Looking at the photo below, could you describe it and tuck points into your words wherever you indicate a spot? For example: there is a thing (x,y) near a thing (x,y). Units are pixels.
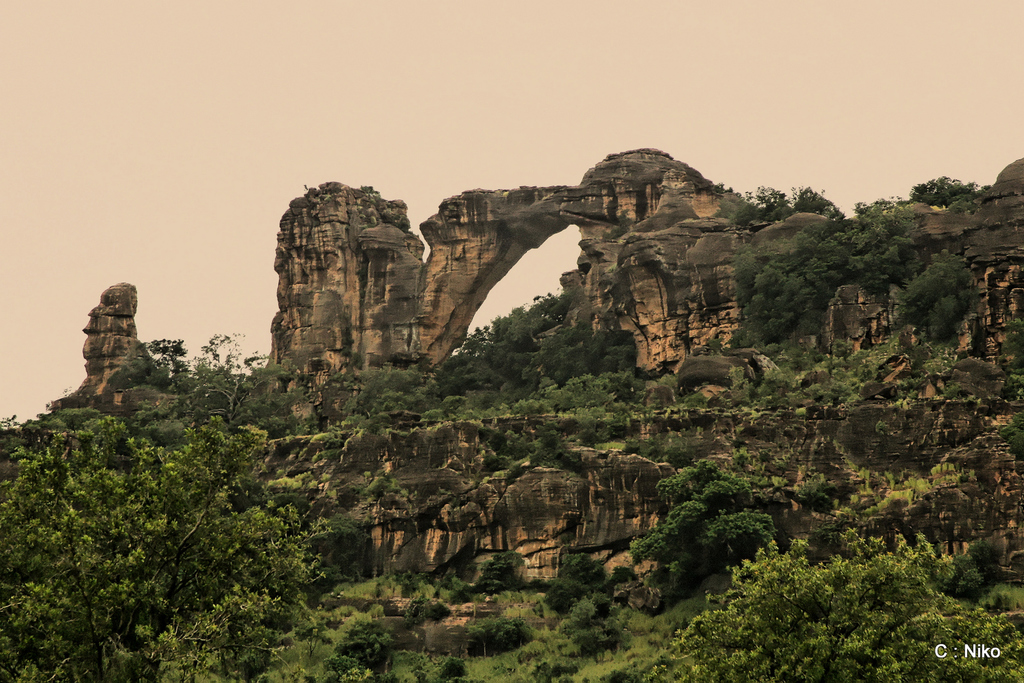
In this picture there are trees (508,452) and there is a rock mountain (436,310) above it and there is something written in the right bottom corner (941,656).
